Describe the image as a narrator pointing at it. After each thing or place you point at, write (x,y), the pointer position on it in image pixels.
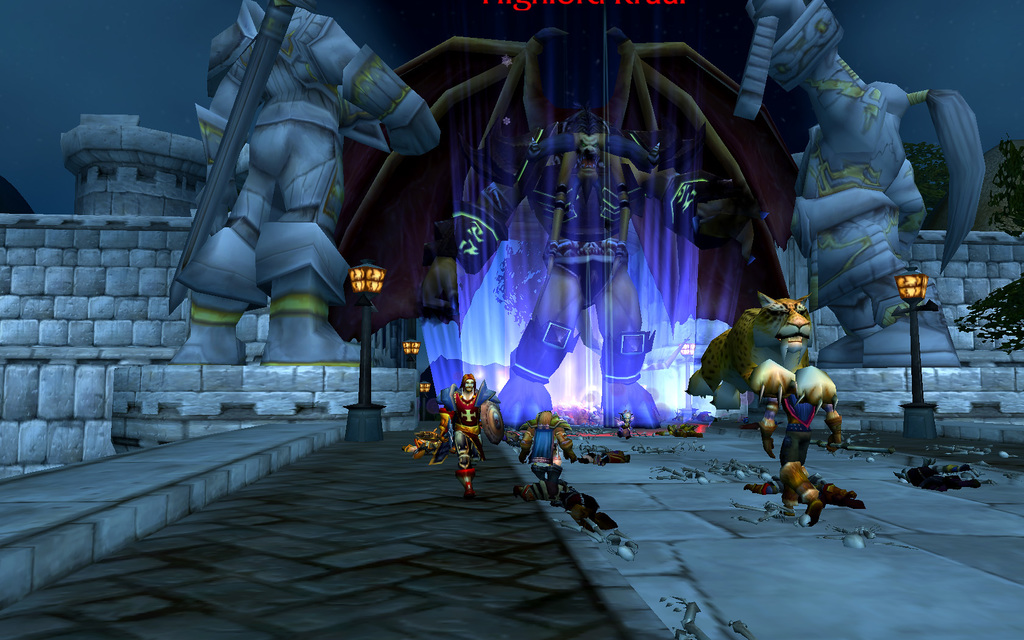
In this picture I can observe graphic. There is a person (442,415) in the middle of the picture (457,404). In the background (490,258) I can observe a monster (564,332). There is a blue color light (475,365). I can observe two statues (332,158) on either sides of the monster (729,200). We can observe poles (363,340) to which lights (382,286) are fixed on the left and right side (910,288). In the background (929,188) there are trees (929,188).
